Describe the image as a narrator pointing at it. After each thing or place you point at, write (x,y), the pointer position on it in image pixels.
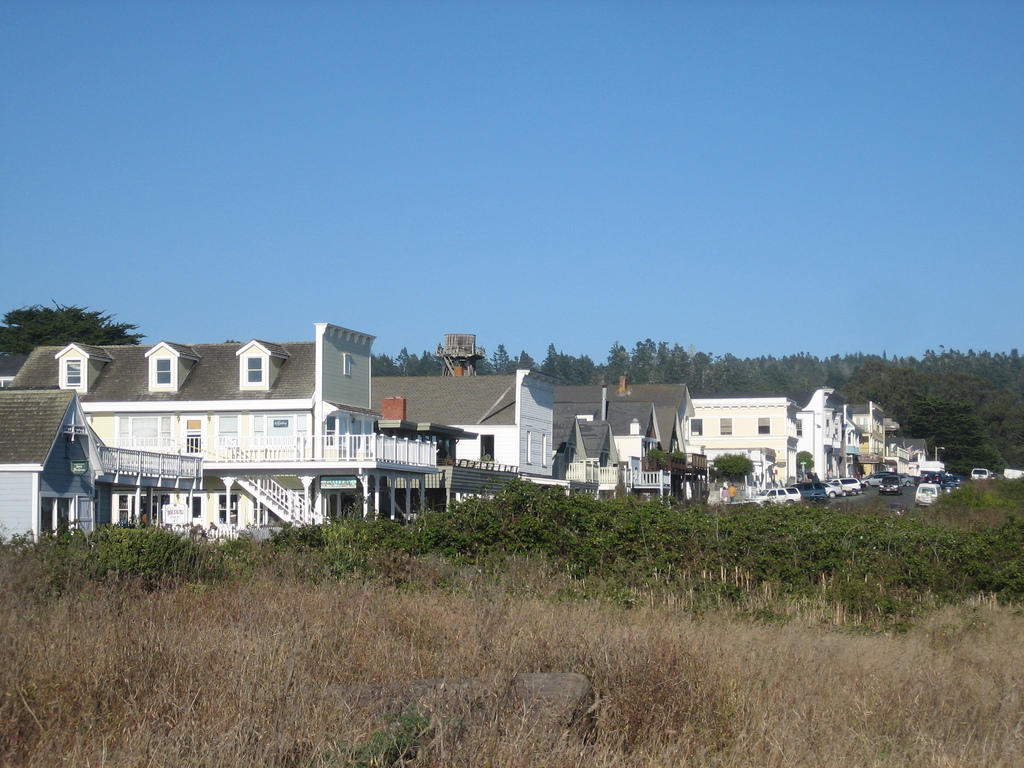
In this image we can see many trees (897,405) and plants (616,571). There are many houses (553,478) in the image. There are many vehicles (809,487) in the image. We can see the sky (490,163) in the image.
